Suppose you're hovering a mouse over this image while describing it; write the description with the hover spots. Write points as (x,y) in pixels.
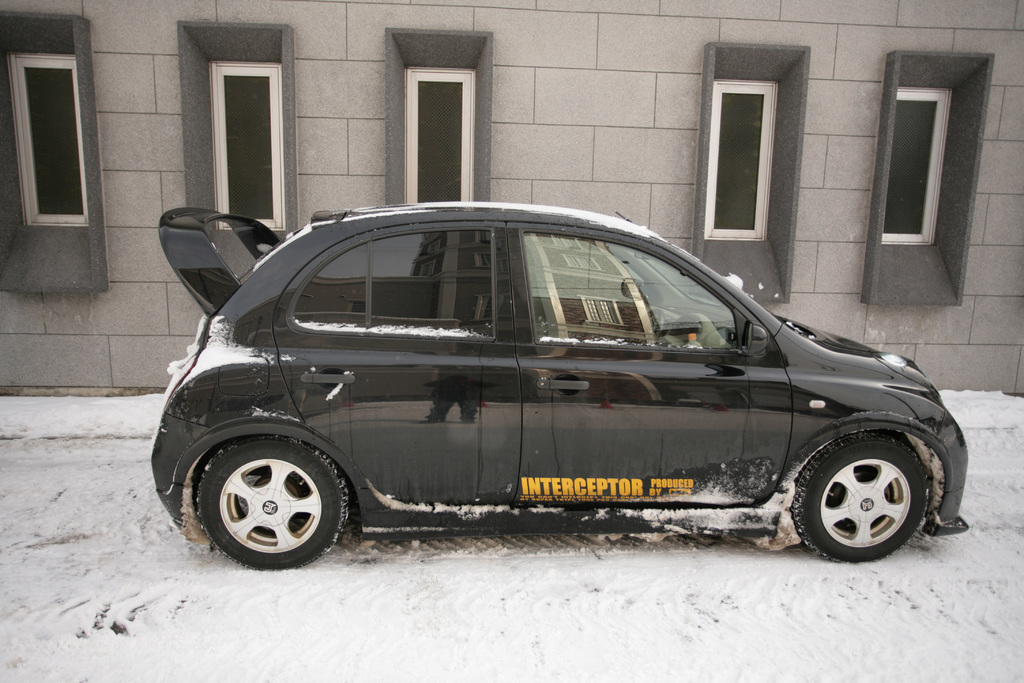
In this image, we can see a black car (626,418) is placed on the snow (424,621). Background (619,140) we can see a wall (619,100), glass windows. On the car (624,249), we can see some reflections (561,277). There is a building (549,286) and a person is standing here.
